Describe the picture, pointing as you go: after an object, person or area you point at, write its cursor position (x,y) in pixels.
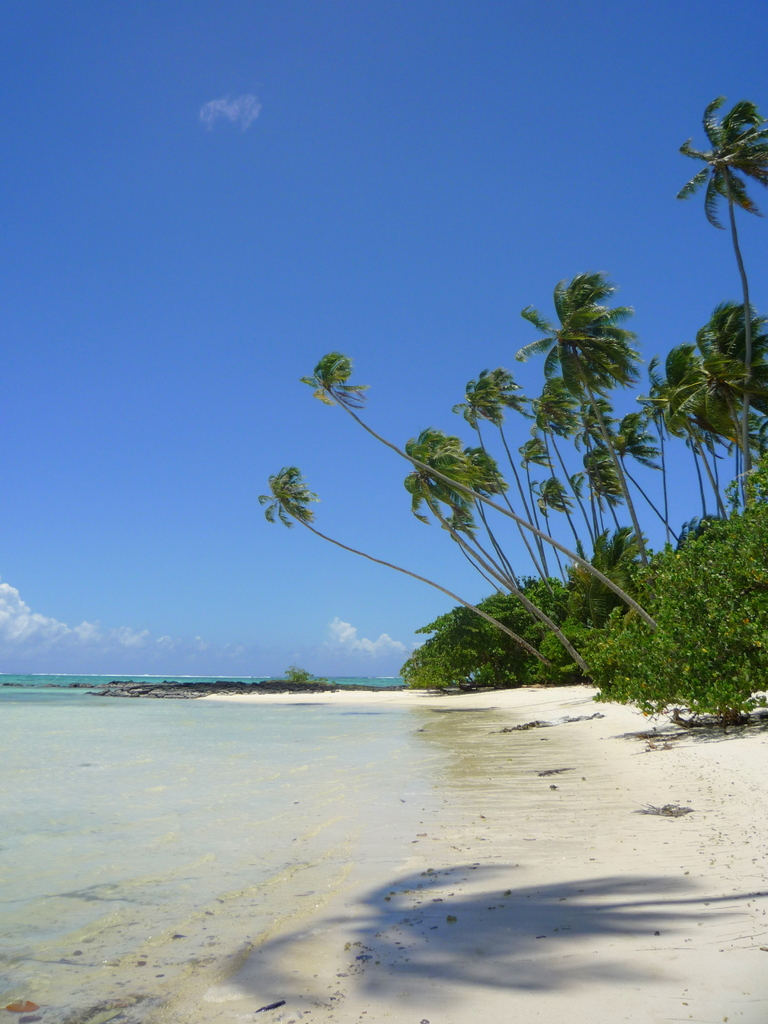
This looks like a seashore (560,739). I can see the trees (616,458) with branches (730,563) and leaves (651,611). These are the clouds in the sky (201,617). I think these are the rocks (269,685). This is the sand (707,787). On the left side of the image (102,732), I can see the sea (145,764).
